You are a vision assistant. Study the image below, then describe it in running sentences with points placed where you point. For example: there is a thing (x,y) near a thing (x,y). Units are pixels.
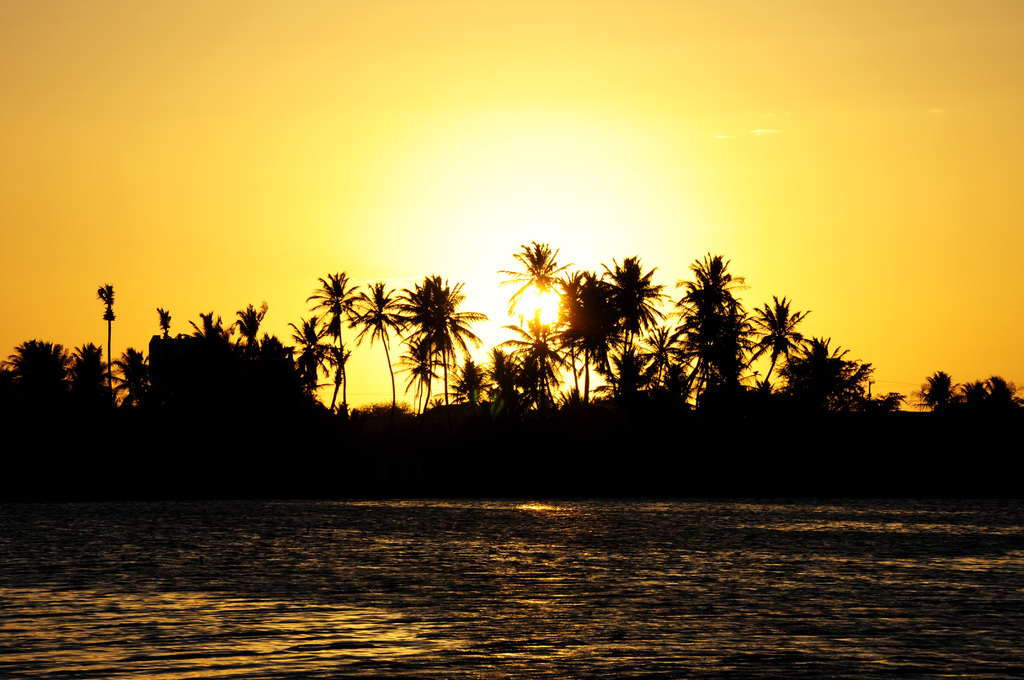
In this picture there are trees (534,414). At the top (336,133) there is sky (336,133) and there is a sun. At the bottom (526,558) there is water (261,583).
